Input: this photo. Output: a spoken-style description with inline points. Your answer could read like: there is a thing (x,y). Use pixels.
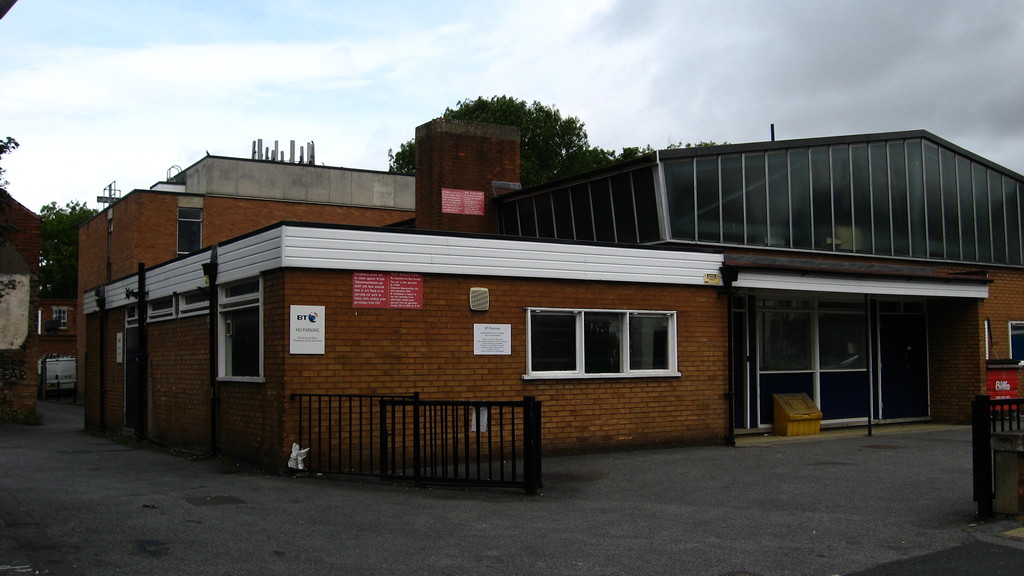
It is a house (635,286), in the middle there are trees (542,154). At the top (275,36) it is the sky (278,83).
